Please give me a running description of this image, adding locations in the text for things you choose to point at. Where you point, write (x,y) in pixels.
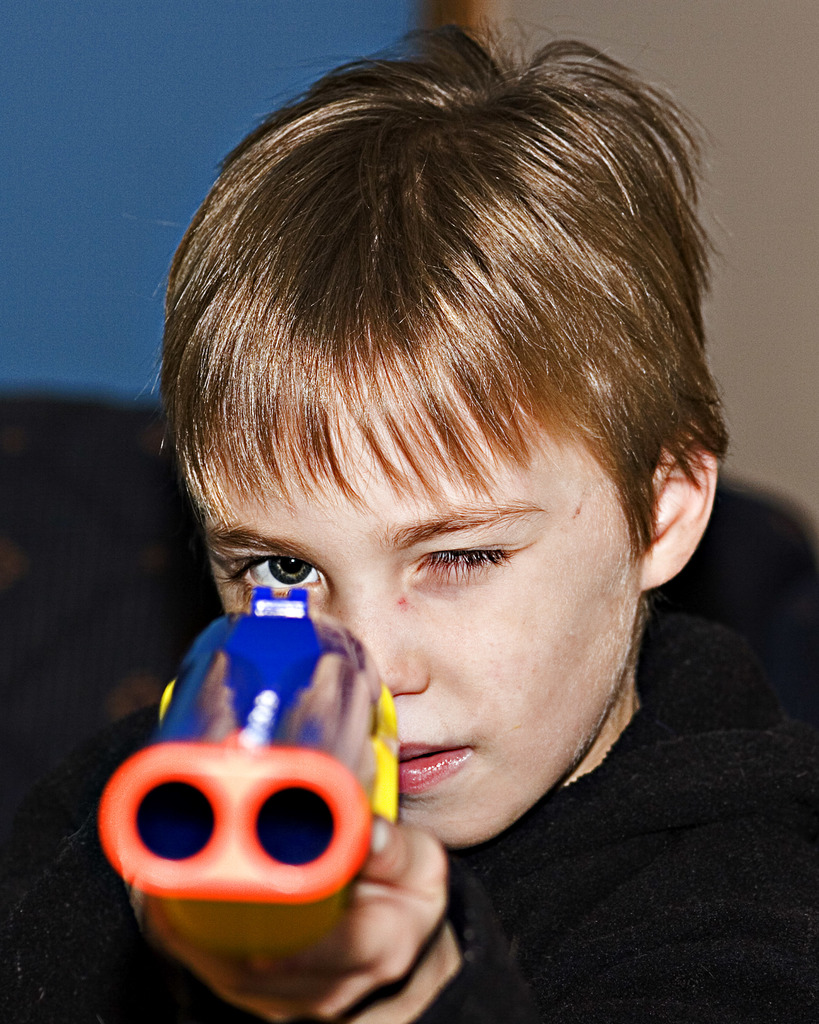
In this picture I can see there is a boy (417,746) and he is holding a gun (263,779) and he closed one of his eye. He is wearing a black color shirt (655,935).
